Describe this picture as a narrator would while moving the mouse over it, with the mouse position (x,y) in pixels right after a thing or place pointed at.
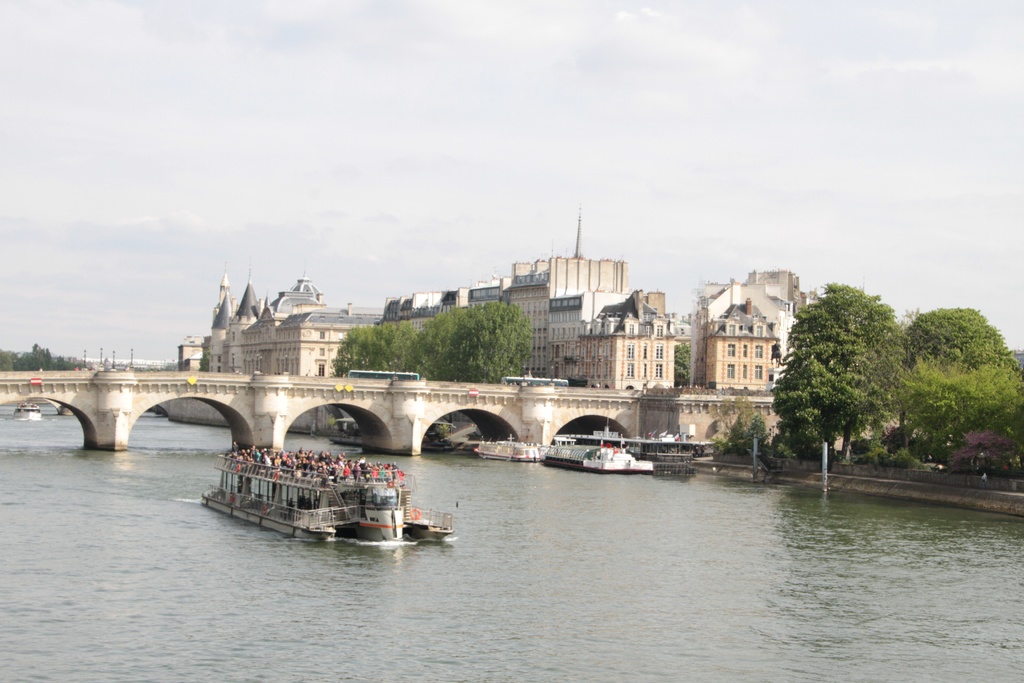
This image is taken outdoors. At the top of the image (72,164) there is the sky (412,59) with clouds (582,121). At the bottom of the image (156,610) there is a river (136,592) with water (718,580). In the background (296,357) there are many buildings (621,339) with walls (663,353), windows (734,352), roofs (640,332) and doors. There are a few trees (439,367). In the middle of the image (400,418) there is a bridge (120,395) with pillars (272,426) and walls (703,413). Two buses (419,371) are moving on the bridge (527,387). There are a few boats (284,498) on the river (389,554). There are many people (308,470) in the boat (359,485). On the right side of the image (848,390) there are a few trees (870,390) and plants (890,458) on the ground (855,463).
